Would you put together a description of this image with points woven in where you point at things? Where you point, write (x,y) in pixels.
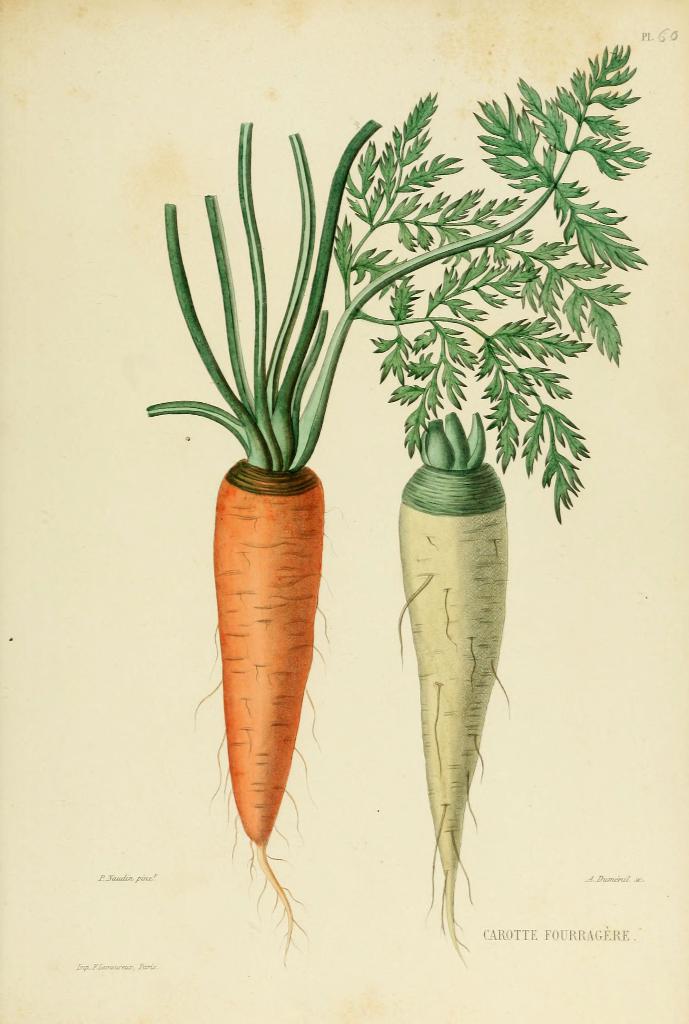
In the image there is an art of a white carrot (440,639) beside a carrot (271,544).
